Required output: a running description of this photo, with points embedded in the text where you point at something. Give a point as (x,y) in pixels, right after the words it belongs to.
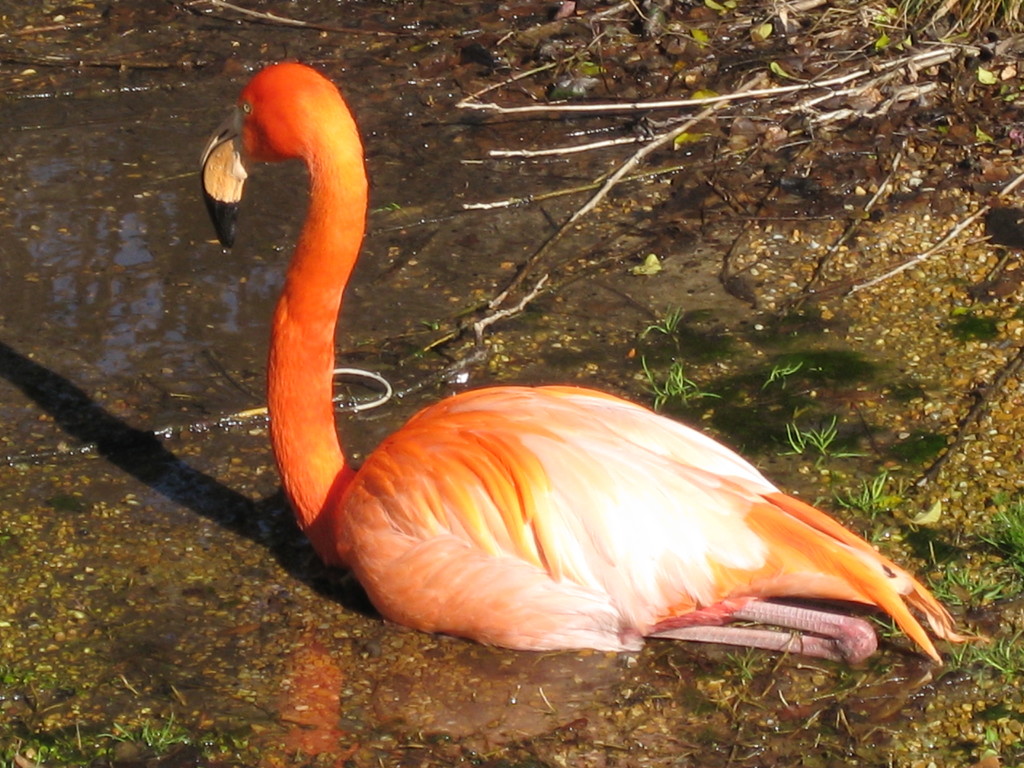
In this image we can see a Flamingo bird (516,520) is sitting on the muddy water (672,258). Here we can see the leaves (782,68) and grass (159,741) here.
